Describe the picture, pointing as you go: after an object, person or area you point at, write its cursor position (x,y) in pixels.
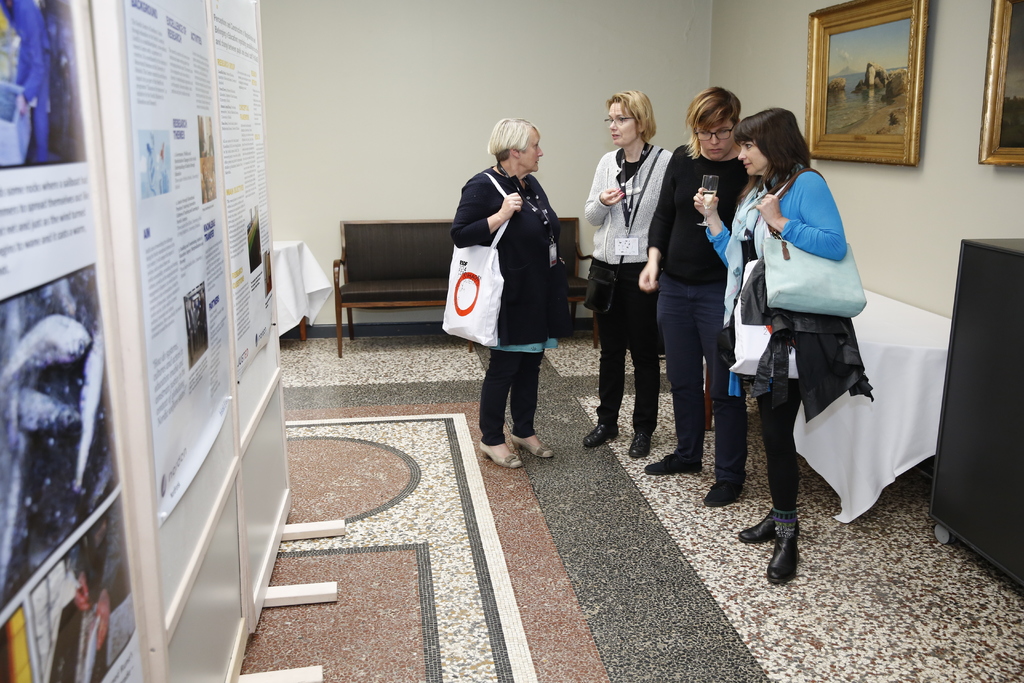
In this image there are group of people (655,301) standing on the floor (711,437). In the background (396,256) there is bench (420,274) on the floor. On the right side (931,171) there is a wall (931,123) on which there are two photo frames (911,97). On the right side (997,410) bottom there is a cupboard (960,437). There is a woman (788,209) on the right side (747,241) there who is holding the glass (705,207) by wearing the bag (777,301). On the left side (101,560) there are posters (177,414) which are stick to the wall (141,524). On the right side (888,309), beside the wall (931,213) there is a table (905,323) on which there is a white cloth (868,418).
